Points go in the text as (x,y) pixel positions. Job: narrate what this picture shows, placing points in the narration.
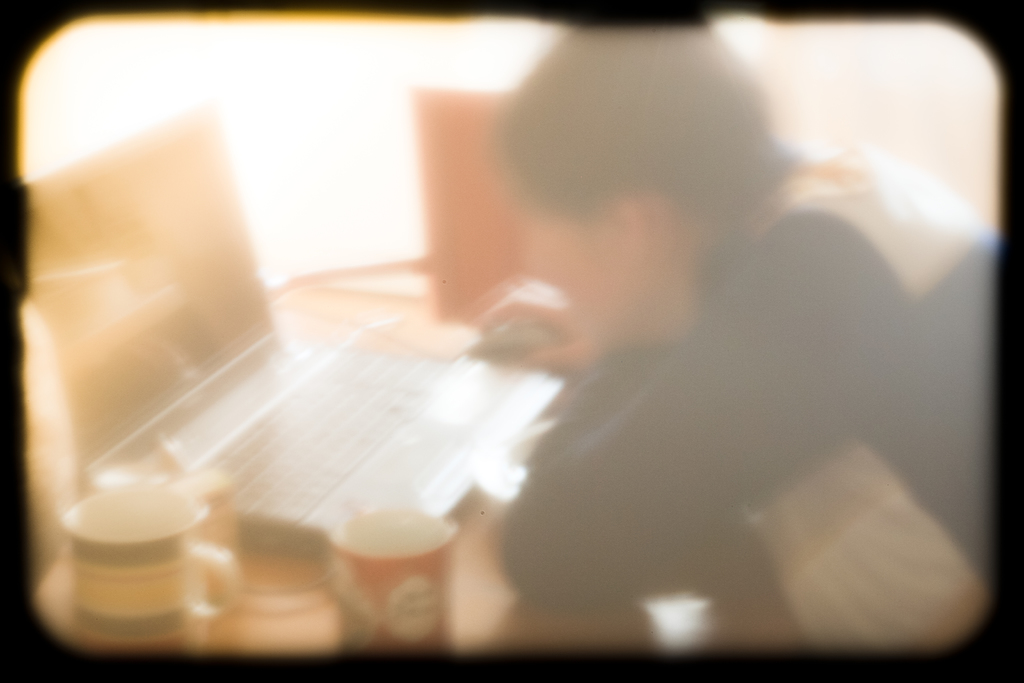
In this image I can see the blurry picture in which I can see a person (622,407) sitting in front of a table (500,585) and on the table (500,585) I can see few cups (382,561), a laptop (193,334), a mouse (509,319) and few other objects (463,218).
